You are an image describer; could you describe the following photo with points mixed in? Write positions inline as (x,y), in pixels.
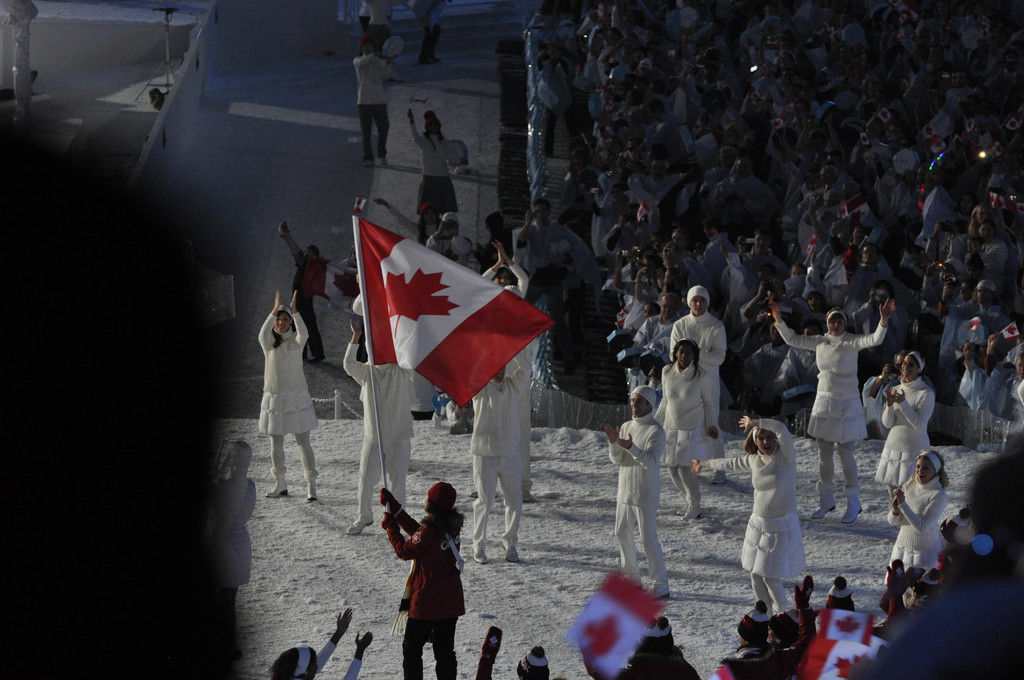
This picture describes about group of people (663,323), few are standing and few are walking, and we can see few people (430,522) are holding flags (416,276) in their hands (385,516).
